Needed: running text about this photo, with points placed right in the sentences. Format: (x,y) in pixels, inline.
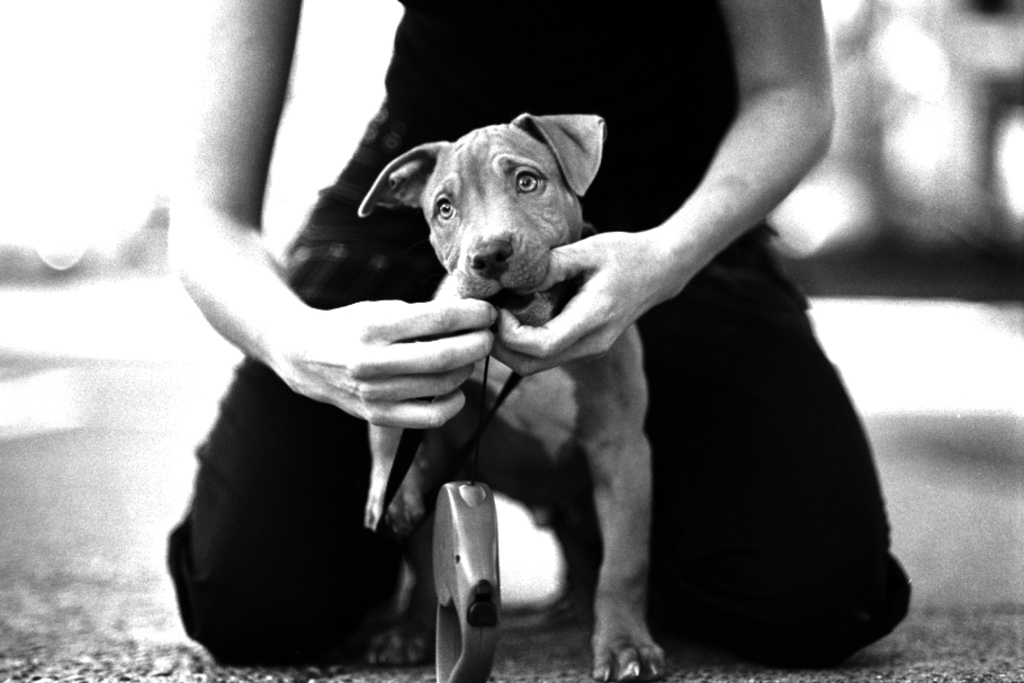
This picture is in black and white. In the picture, there is a person (335,218) holding a dog (534,208).
